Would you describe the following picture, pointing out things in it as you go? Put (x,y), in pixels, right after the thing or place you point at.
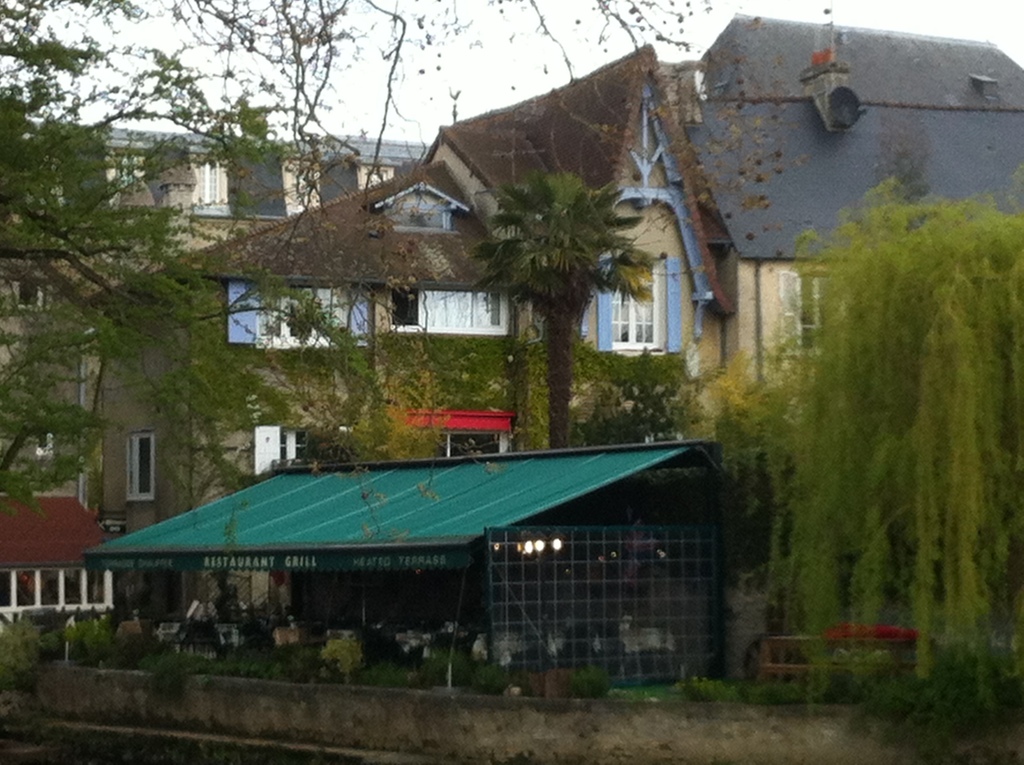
In this image we can see some buildings (351,291), trees (279,279), shed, plants (15,655), glass windows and other objects (783,671). In the background of the image (55,97) there is the sky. At the bottom of the image (444,730) there is the wall (352,743).
